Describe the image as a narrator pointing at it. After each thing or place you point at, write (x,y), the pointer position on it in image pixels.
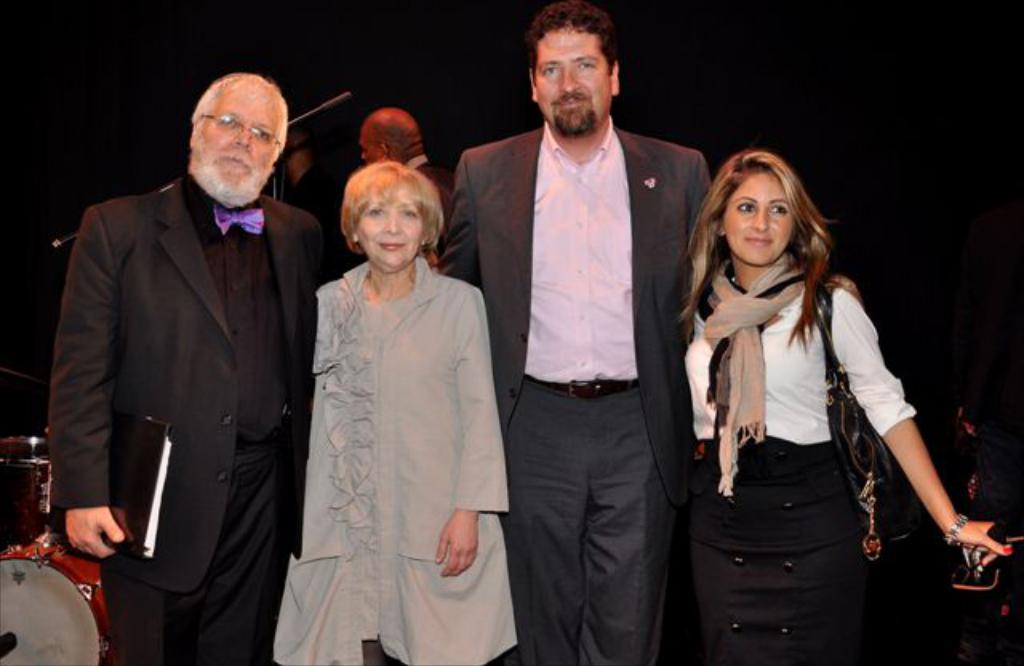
In this picture I can see people (573,467) standing. I can see drum set (46,573) on the left side (48,603) in the background (48,603). I can see man (189,332) on the left side (202,427) holding a book (134,473) and wearing spectacle (222,125).
